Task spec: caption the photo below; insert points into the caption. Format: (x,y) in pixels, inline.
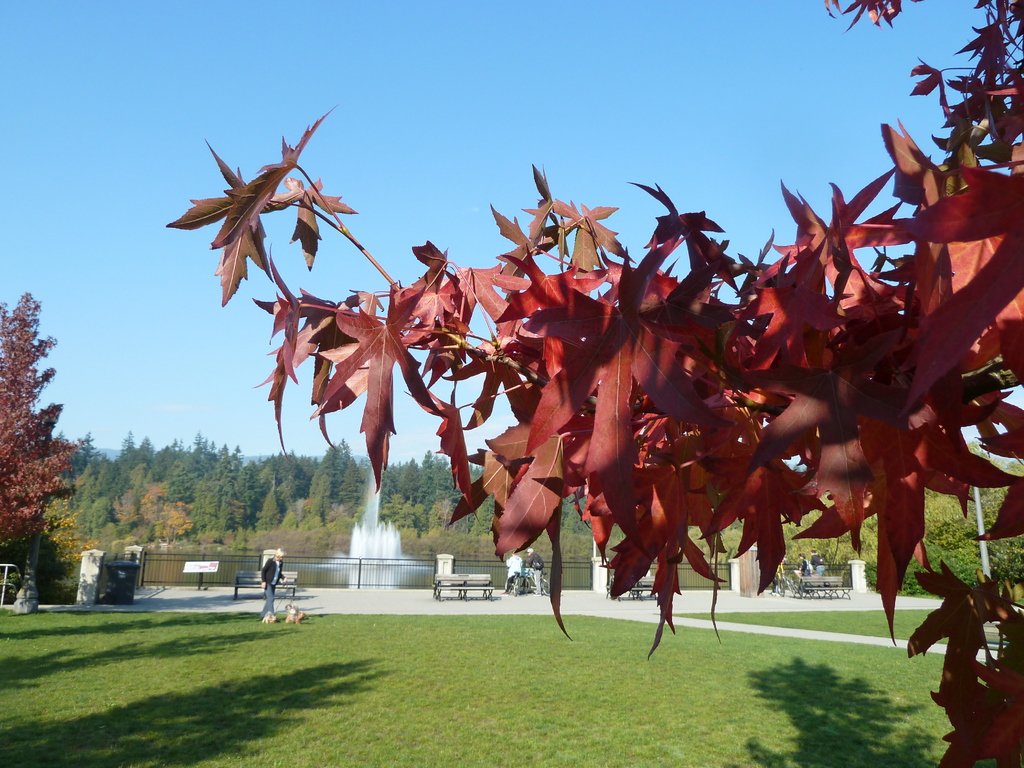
In the image there is a plant (311,227) in the front (772,357) on the grassland (554,692), on the left side (305,614) there is a person (275,564) walking along with a dog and behind there are benches (294,576) in front of fence (701,587) and over the background (362,540) there are trees (354,496) with fountain (374,543) in the middle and above its sky (598,86).
